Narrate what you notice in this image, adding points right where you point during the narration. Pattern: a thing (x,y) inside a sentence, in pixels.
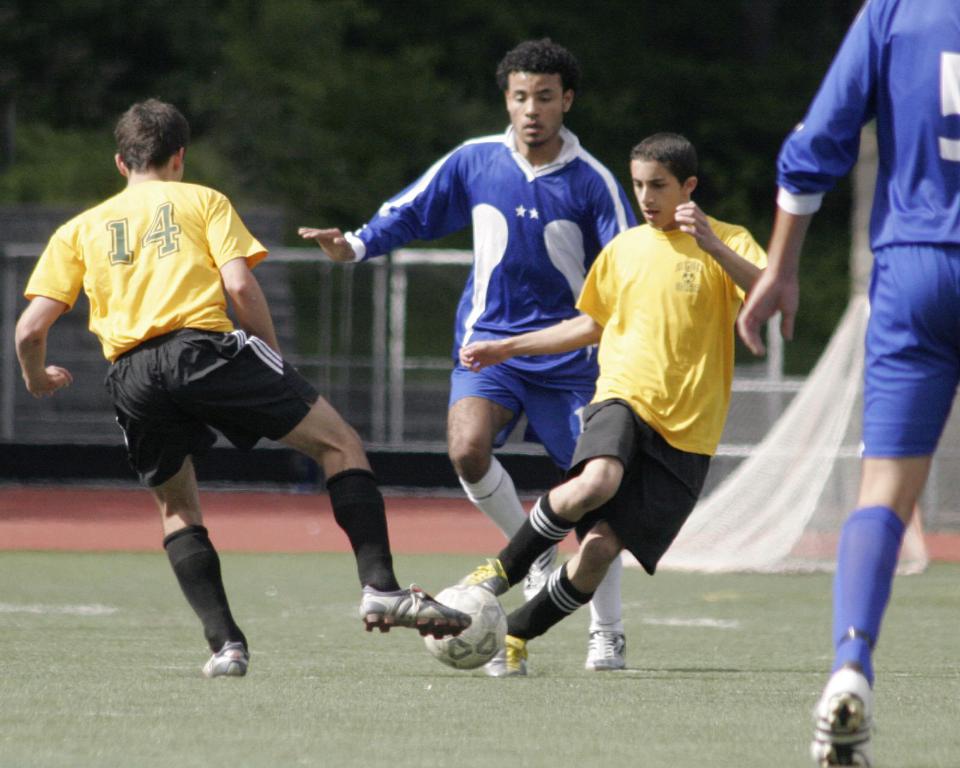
In the image we can see there are people (911,339) who are standing and they are playing with a football (499,626) on the ground (437,705). The ground (362,702) is covered with grass (497,711) and the people (170,324) are wearing uniform (157,314), at the back (247,106) there are lot of trees (326,115).
